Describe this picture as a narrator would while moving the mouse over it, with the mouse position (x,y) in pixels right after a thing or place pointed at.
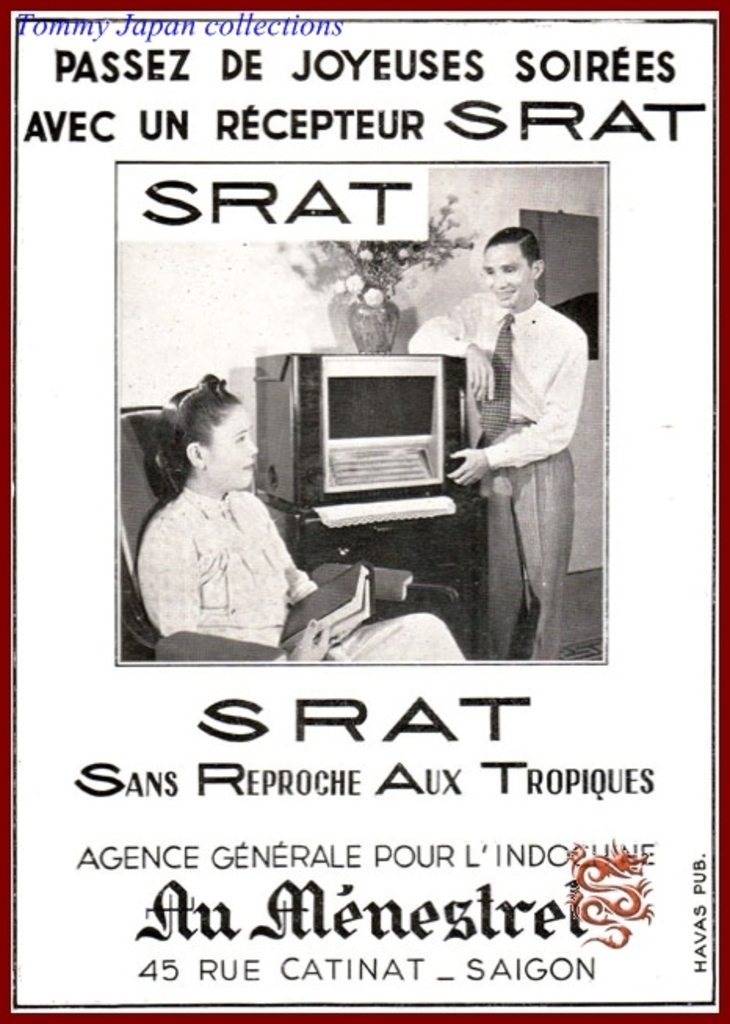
In this image we can see the black and white picture of a woman (357,641) sitting on a chair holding a book (345,606) and a man (510,587) standing beside a table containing a device (361,364) and a flower vase (367,352) on it. We can also see some text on this image.
